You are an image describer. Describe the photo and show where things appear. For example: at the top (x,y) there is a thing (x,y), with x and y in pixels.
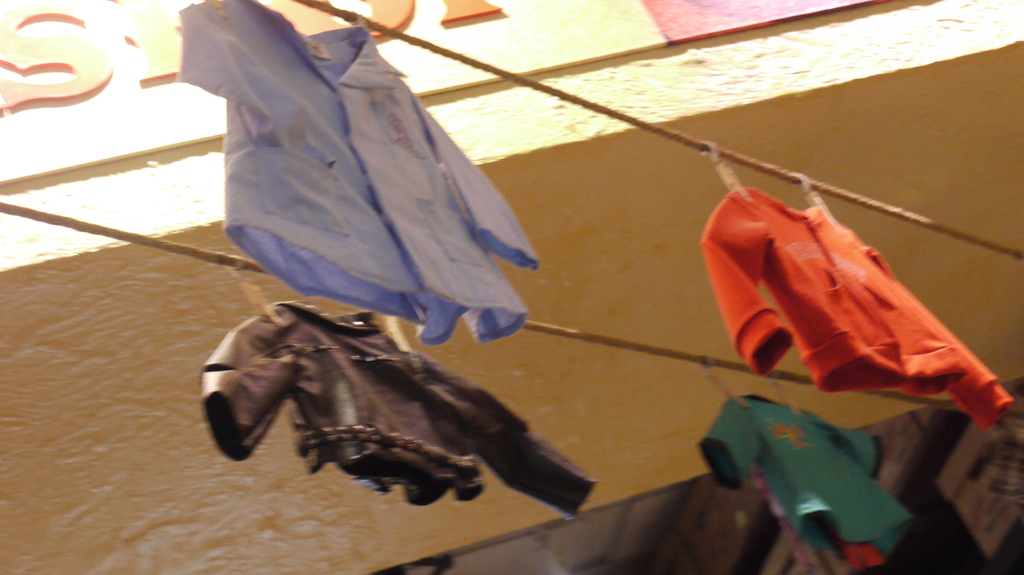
In this image we can see one name board (69,42) attached to the building wall (167,215), two ropes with some dresses (370,224) attached to it and some objects (923,565) attached to the wall (166,197).
